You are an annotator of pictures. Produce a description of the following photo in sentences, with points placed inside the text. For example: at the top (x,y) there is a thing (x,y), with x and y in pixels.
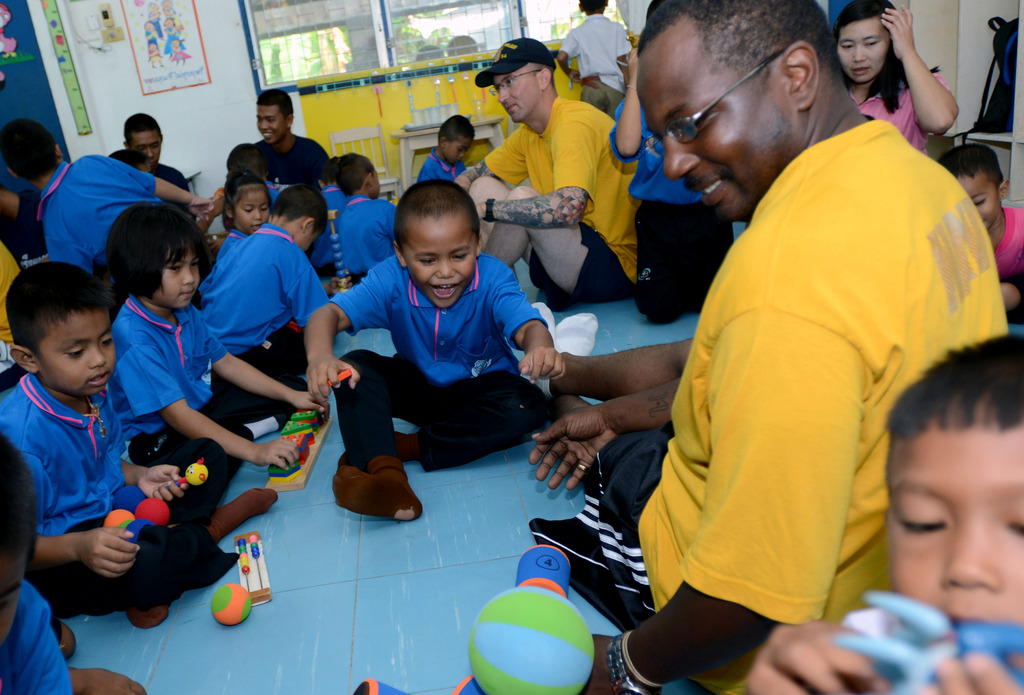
In this image I can see few people (485,366) are sitting and they are wearing blue, black, yellow, white and pink color dresses (606,30). I can see few toys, wall (169,92), table (411,151), chair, windows (298,11) and colorful boards (176,52).
